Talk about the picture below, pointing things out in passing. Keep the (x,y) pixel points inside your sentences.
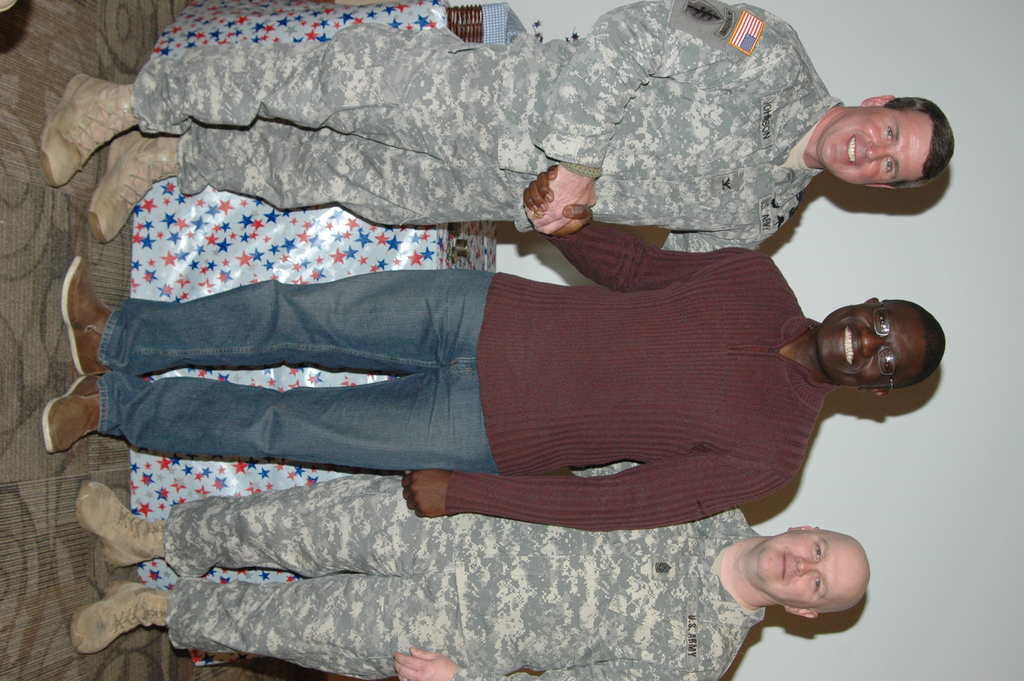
Here in this picture we can see three men (660,393) standing on the floor (122,296) and two men (118,154) are wearing a military uniform (481,197) and all of them are smiling and the person (622,417) in the middle (551,412) is wearing spectacles (889,361) and behind them we can see a table (396,371) with a basket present on it.
